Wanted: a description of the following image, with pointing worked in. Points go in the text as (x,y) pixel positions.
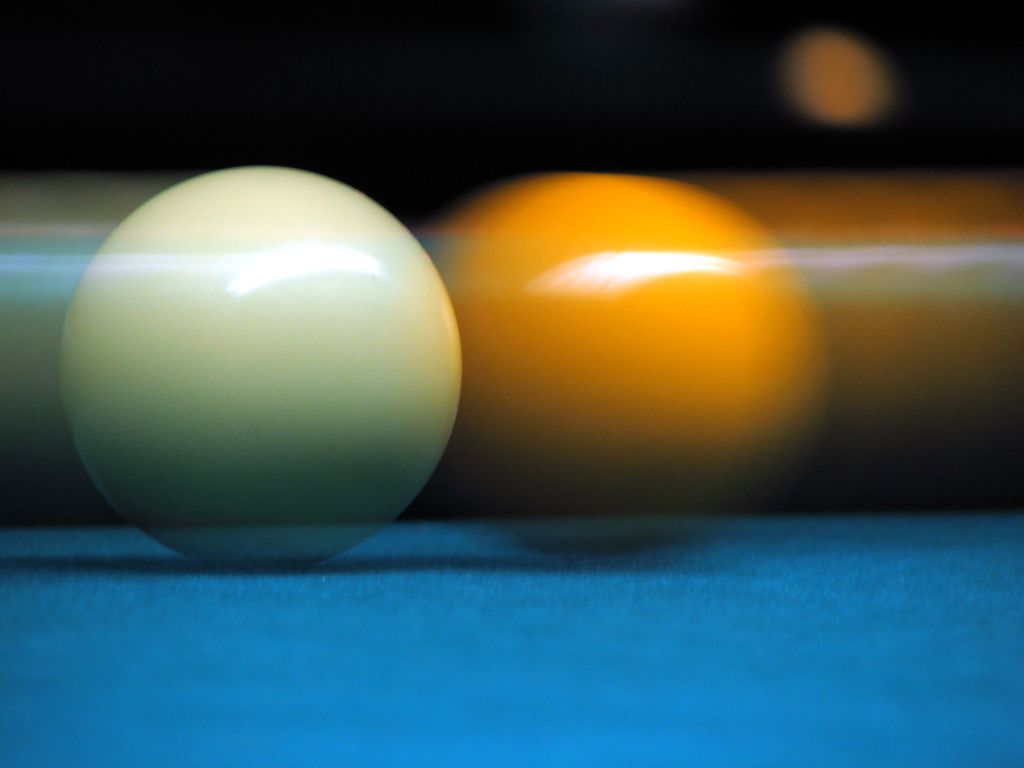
In this image, on the left side (340,209), we can see a ball (421,385) which is in white color. In the middle of the image (624,326), we can also see another ball (747,255) which is in orange color. At the bottom (468,563), we can see blue color, at the top (578,63), we can see black color. On the right side (924,167), we can see blur image.
